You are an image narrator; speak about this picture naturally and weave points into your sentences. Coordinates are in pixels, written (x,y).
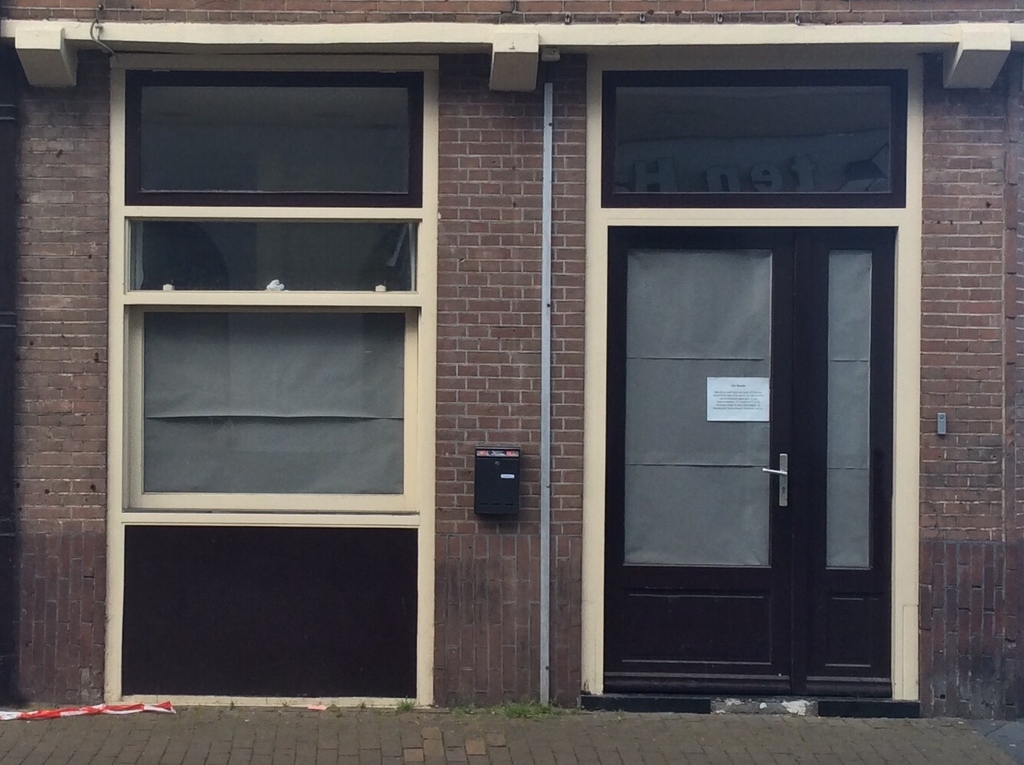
In this picture I can observe brown color wall (475,425) and a door (736,270). The door (728,337) is in brown color. I can observe windows (236,346) on the left side (188,321). In front of the wall (481,158) there is a path (255,731).
